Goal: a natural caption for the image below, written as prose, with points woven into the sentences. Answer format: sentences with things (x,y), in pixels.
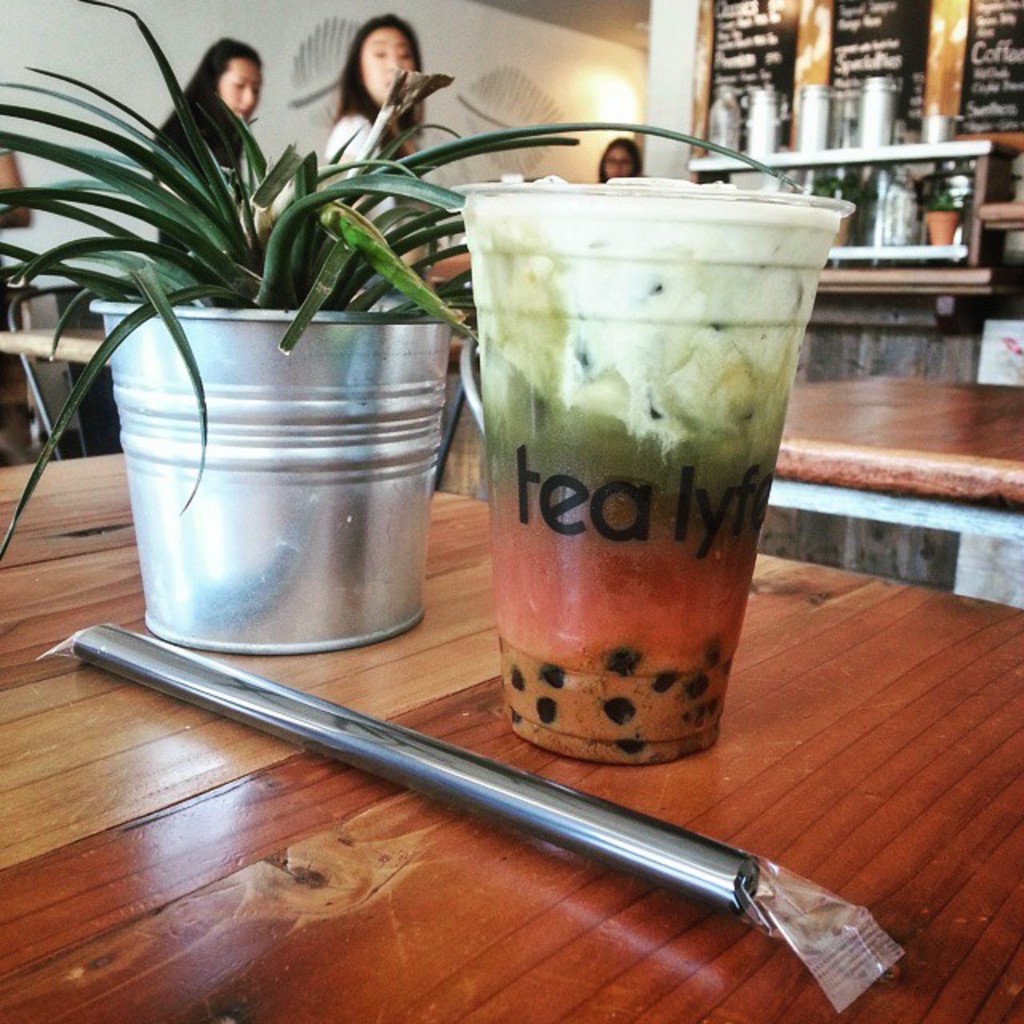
In the image I can see a plant pot (349,551), a glass (548,574) and some other objects (566,840) on a wooden surface (528,846). In the background (976,490) I can see people (343,125), tables (975,436), bottles (930,135), lights (605,92), a wall (639,100) and some other objects (52,288).
